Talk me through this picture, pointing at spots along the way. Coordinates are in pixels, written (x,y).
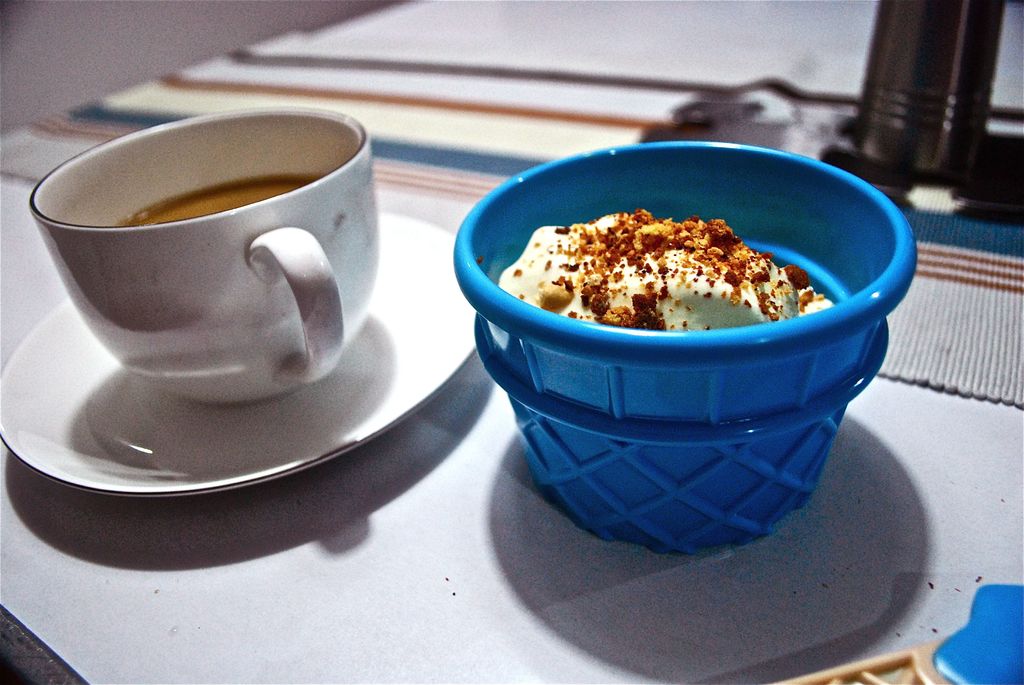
In this picture we can see some liquid (261,195) in a cup (139,362). There is a saucer (400,374) under the cup (302,374). We can see some food (571,291) in a bowl (632,474). There is a cloth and other objects (917,665).
